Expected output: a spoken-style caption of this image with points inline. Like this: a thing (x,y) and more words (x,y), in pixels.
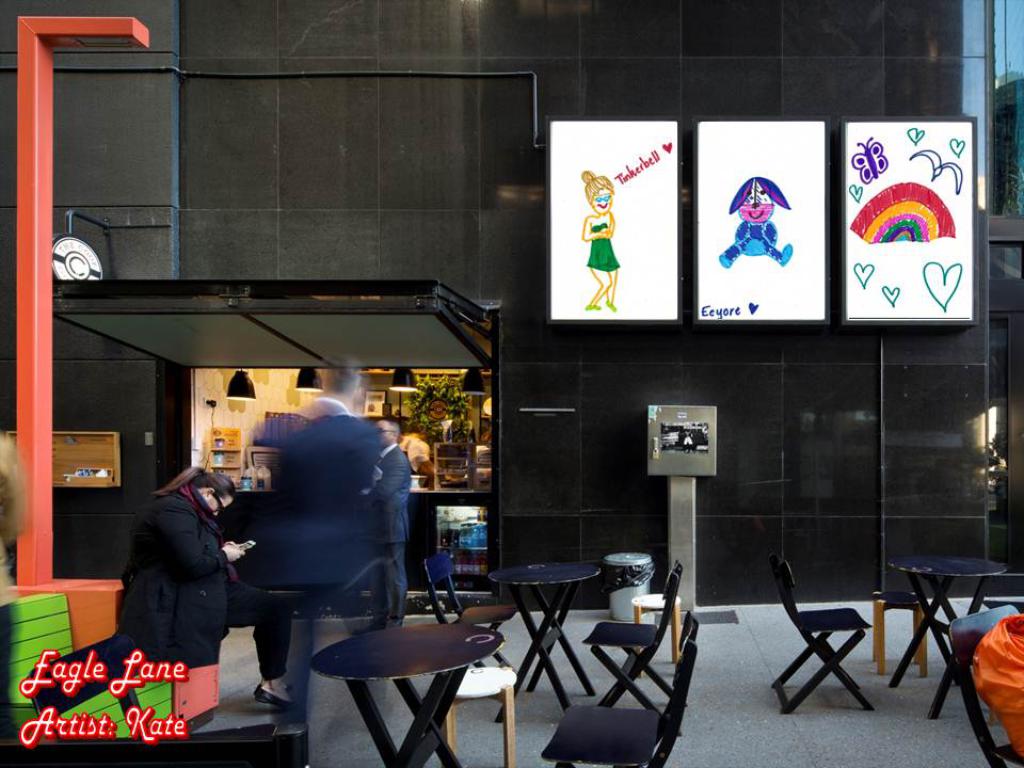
The image is taken outside on a street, there are lot of chairs (638,652) and tables (384,673) on the marble wall (489,278) there are three posters (595,195) to the left side (261,509) there is a store (430,410), the marbles (240,95) are of black color.
